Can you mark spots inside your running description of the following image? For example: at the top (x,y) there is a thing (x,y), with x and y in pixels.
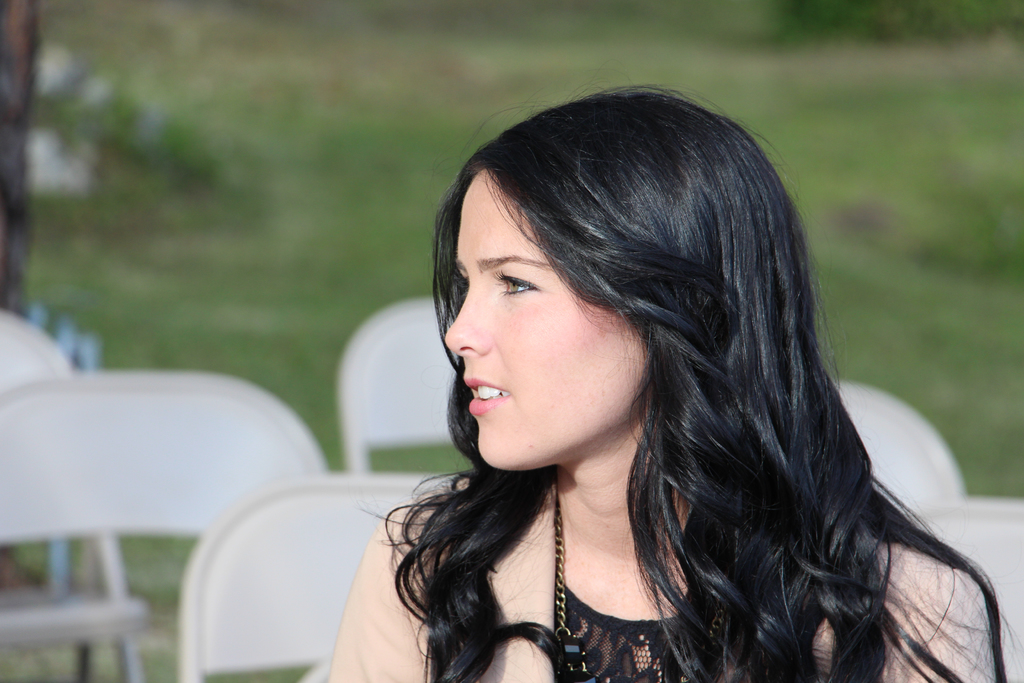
In this image we can see a woman (751,532) and there are some chairs (111,506) and in the background (161,649) the image is blurred.
